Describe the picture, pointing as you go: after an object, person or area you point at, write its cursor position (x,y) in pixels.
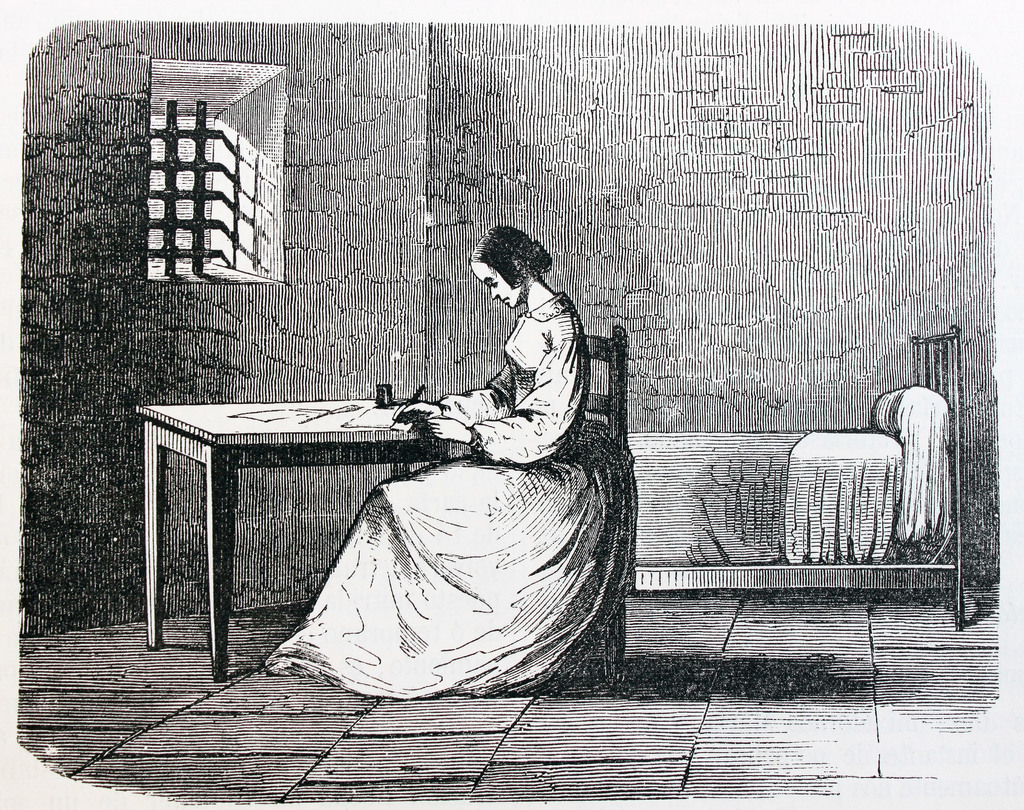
In this image I can see the person (574,454) is sitting on the chair (621,438) and holding something. I can see the bed (818,478), wall (730,64), window (211,259) and few objects (285,412) on the table (265,449). The image is in black and white.
